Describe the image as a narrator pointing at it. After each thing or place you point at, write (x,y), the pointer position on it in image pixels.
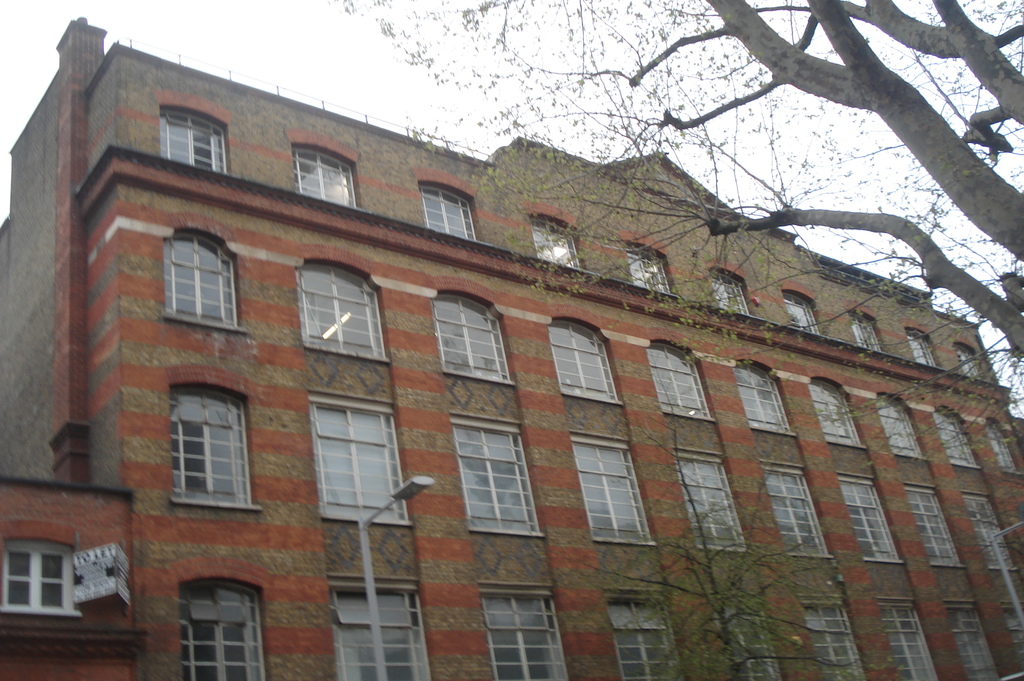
In this picture there is a building (654,348) in the center of the image (639,340) and there are many windows (855,326) on it and there is a tree (965,56) in the top right side of the image (975,39), there is a pole (362,532) at the bottom side of the image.
